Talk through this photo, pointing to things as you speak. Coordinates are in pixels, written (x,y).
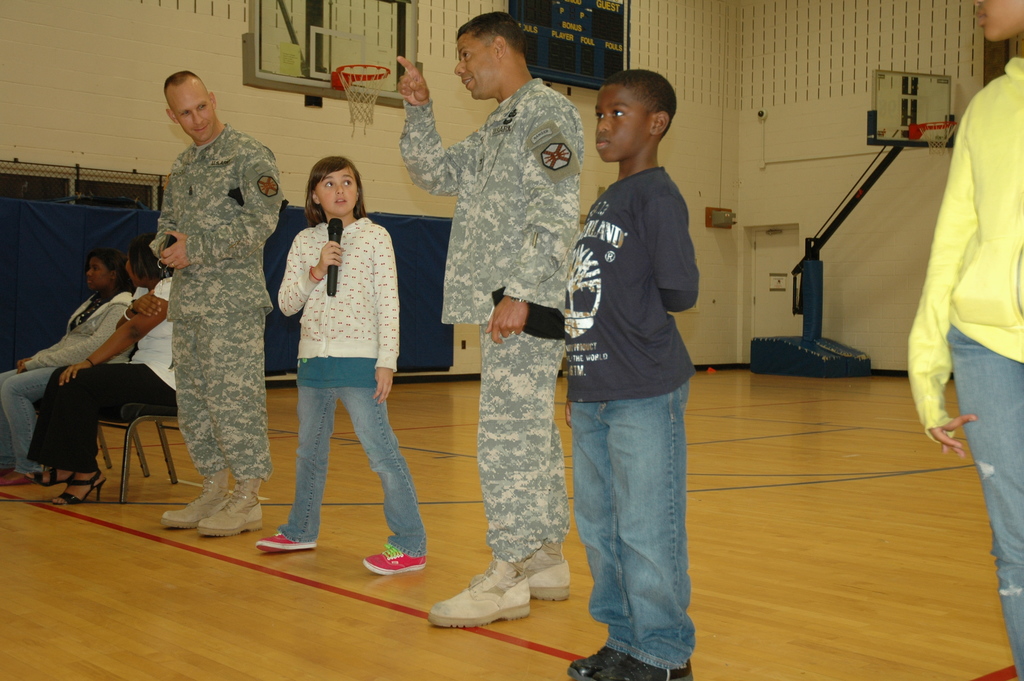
In the background (876,133) we can see the scoreboard (618,29), wall (660,46), door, basketball hoops (365,107). On the left side of the picture (79,396) we can see blue cloth (26,250), the woman (144,280) sitting on the chairs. In this picture we can see the people (510,198) standing on the floor (338,445). We can see a girl (381,280) holding a microphone (335,293). At the bottom portion of the picture (317,610) we can see the floor (848,630).
